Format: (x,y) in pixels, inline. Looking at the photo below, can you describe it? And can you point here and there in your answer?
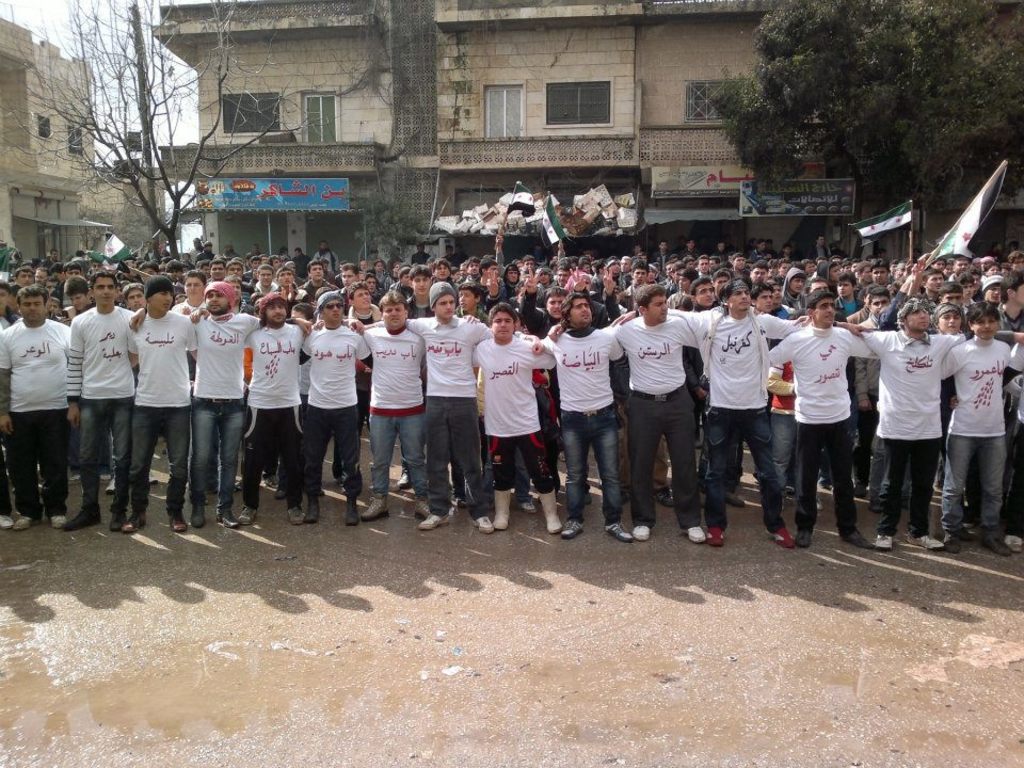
In this picture we can see a group of people (564,339) standing on the path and some people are holding the sticks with flags (948,242). Behind the people (678,332) there are trees (831,68), buildings (20,94) and a sky (86,33).
